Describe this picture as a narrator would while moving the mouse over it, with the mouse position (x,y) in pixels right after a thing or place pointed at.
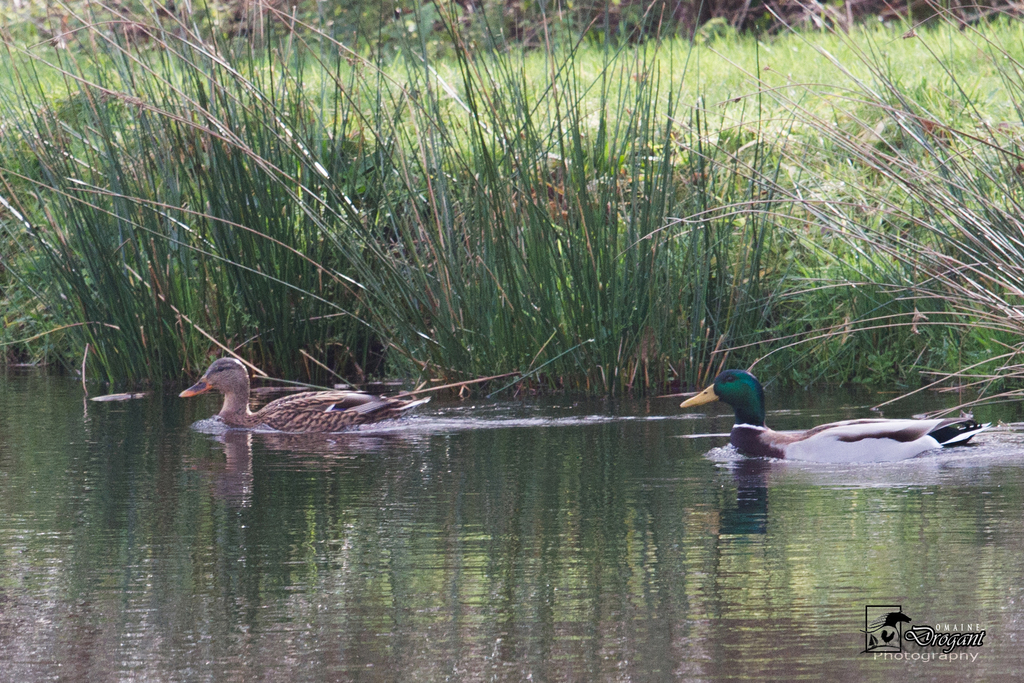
In image I can see birds (333,419) in the water (607,449). In the background (361,188) I can see the grass (523,167) and plants (492,93). On the bottom right corner of the image (959,625) I can see a watermark (903,643).
